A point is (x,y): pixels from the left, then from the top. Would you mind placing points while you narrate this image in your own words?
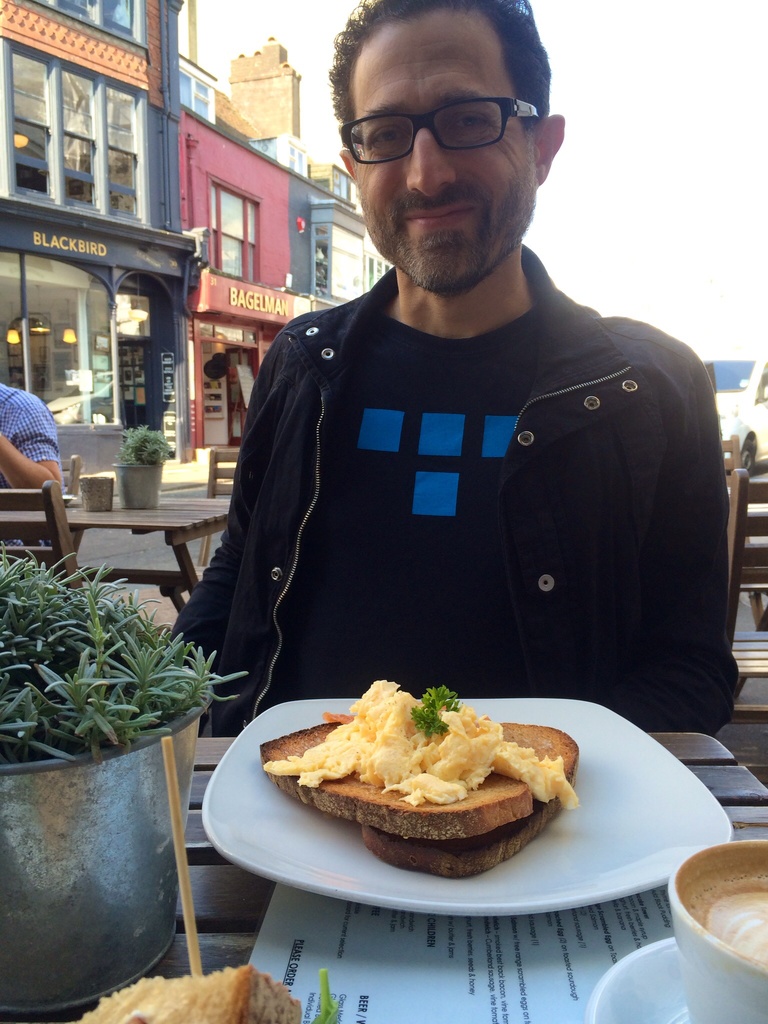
This image consists of a man (575,501) wearing a black jacket (286,434). In front of him, there is a table (304,973) on which there are sandwiches (419,846), coffee (753,976) and a plant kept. In the background (207,254), there are buildings (280,256).
